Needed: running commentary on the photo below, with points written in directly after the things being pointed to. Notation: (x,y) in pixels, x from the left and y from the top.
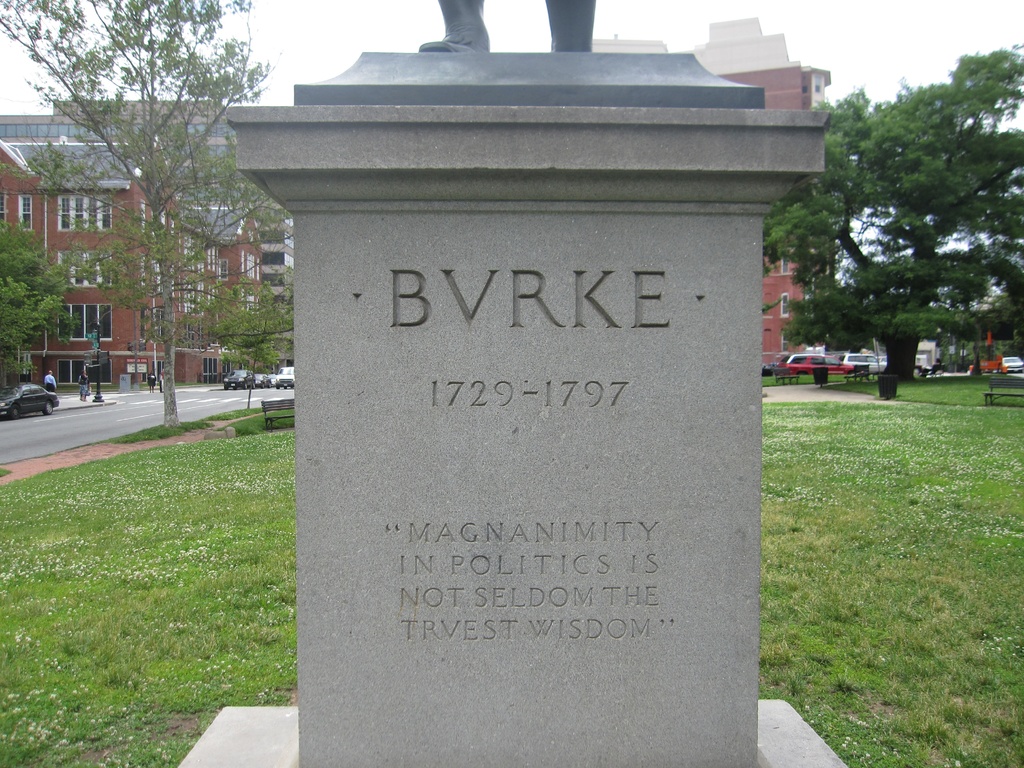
In this image there is a statue (449,94) and some text (522,528) on the block (450,335), there are few benches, a bin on the grass (897,412), a building (190,355), few vehicles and few people (88,382) on the road (116,407), poles (97,393) and the sky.
